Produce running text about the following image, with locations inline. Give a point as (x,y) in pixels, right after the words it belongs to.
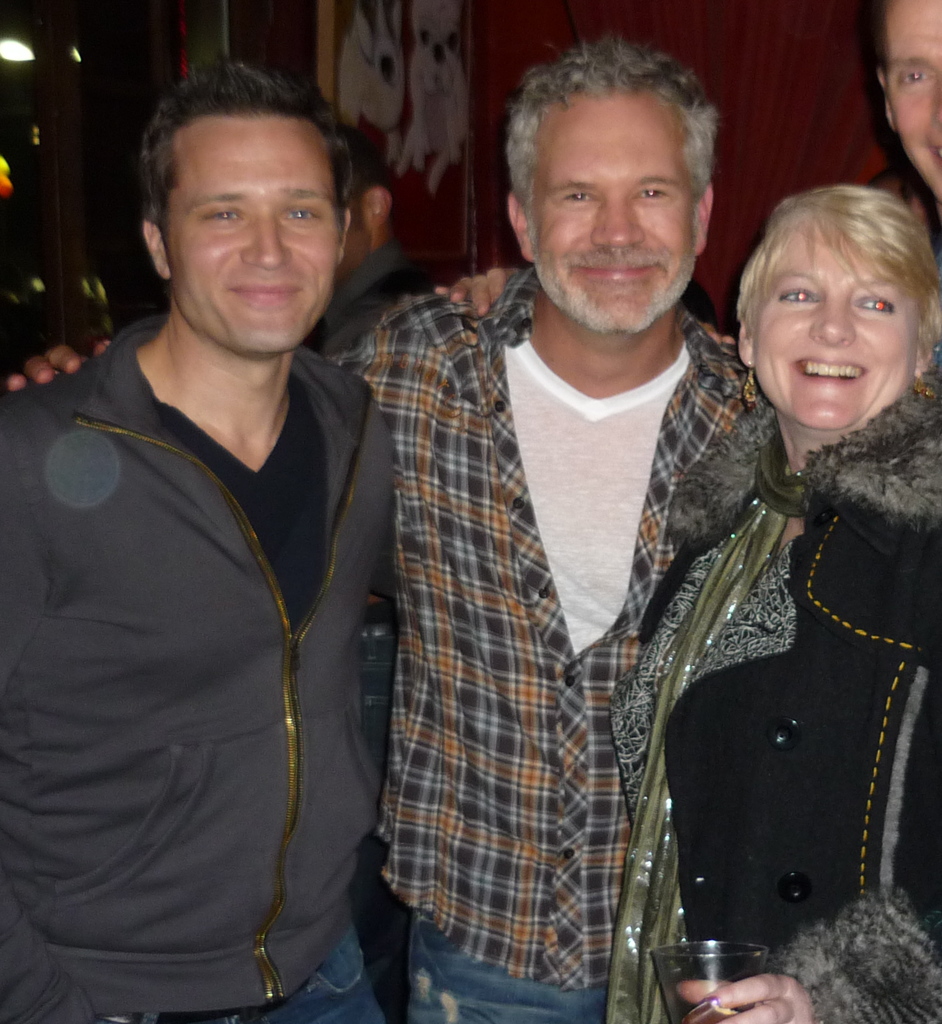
In this picture we can see five people (283,236), three people (443,377) are smiling and standing. In the background (502,76) we can see the wall (810,67), lights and it is dark.
